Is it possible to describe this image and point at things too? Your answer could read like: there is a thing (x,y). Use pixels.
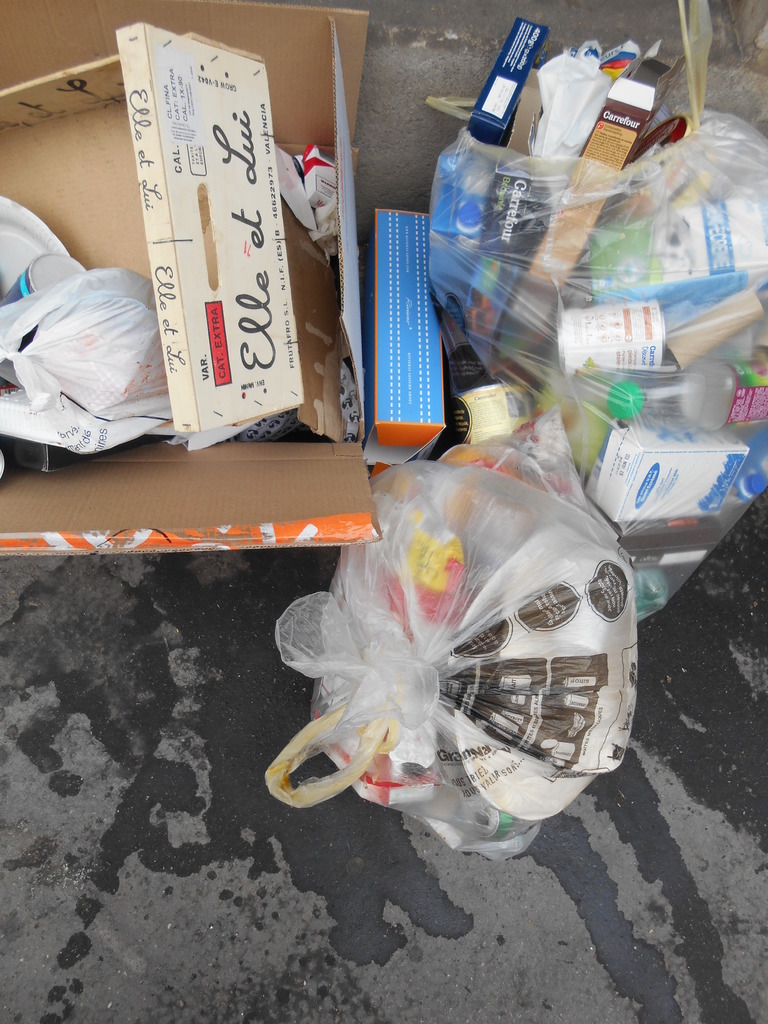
In this picture I can observe two plastic covers (504,613). On the left side (98,524) I can observe brown color box (123,182). These covers (519,404) are placed on the road (268,667). There is some water (326,861) on the road (594,905).
